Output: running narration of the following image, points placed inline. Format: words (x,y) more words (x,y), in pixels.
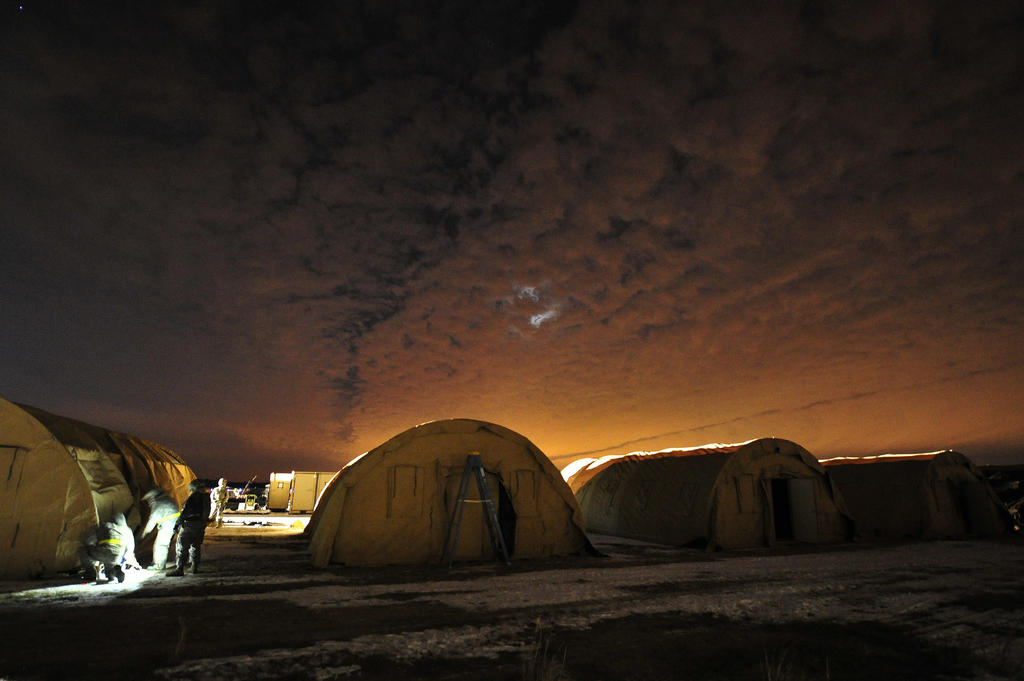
In this picture I can see tents (356,479) on the ground (973,561) and a building (281,491) in the back (300,492) and I can see few people (192,545) are standing and I can see a cloudy sky (531,295).
